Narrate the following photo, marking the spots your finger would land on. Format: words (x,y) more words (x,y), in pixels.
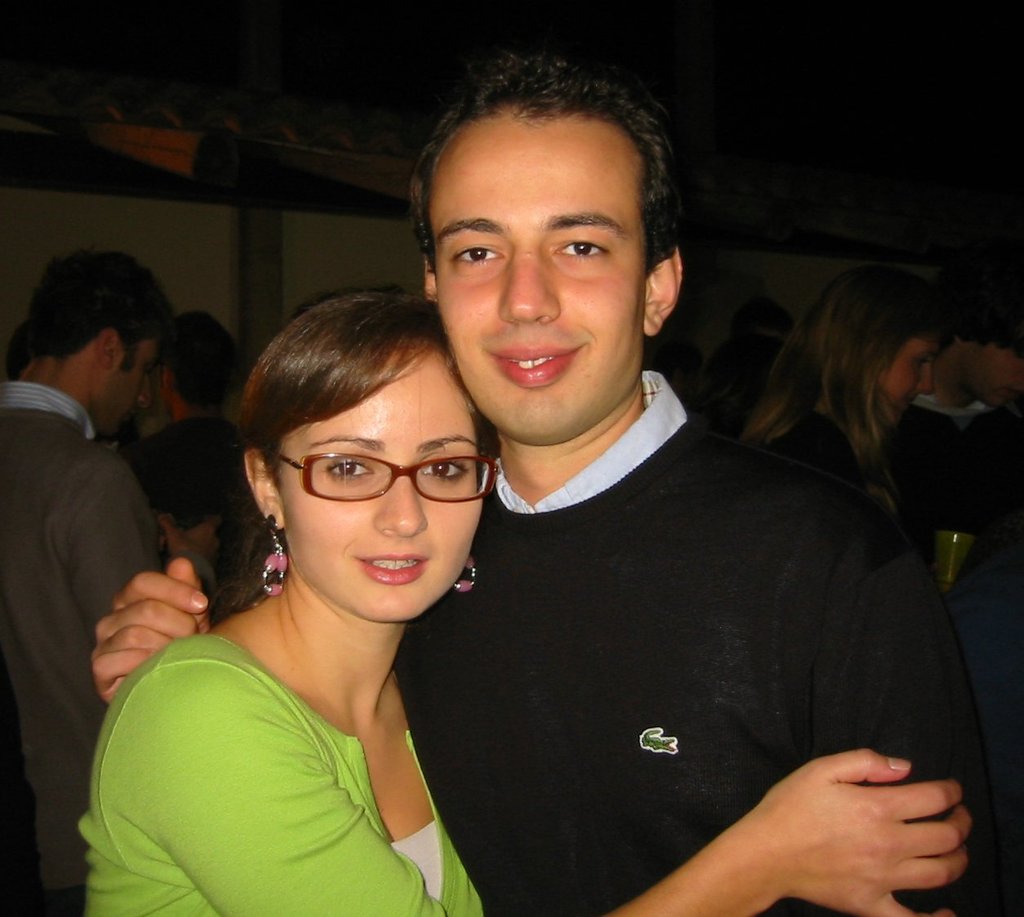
In this picture there is a boy (632,559) and a girl (862,858) in the center of the image (484,399) and there are other people (126,524) in the background area of the image (1009,900).
